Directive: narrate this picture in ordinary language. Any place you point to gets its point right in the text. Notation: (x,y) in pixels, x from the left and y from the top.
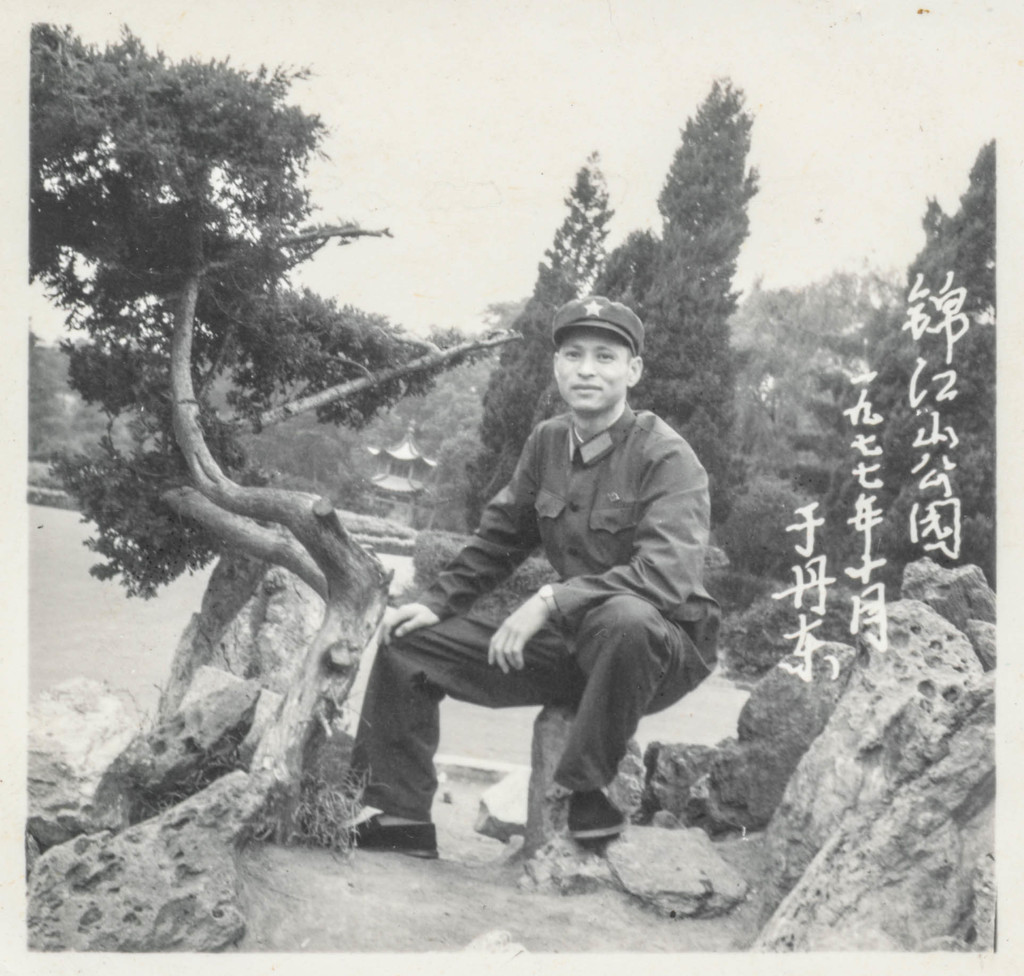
In this image there is a person (586,427) sitting on the rock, and in the background (356,475) there are trees (374,386), building (409,430) and there is a watermark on the image.
